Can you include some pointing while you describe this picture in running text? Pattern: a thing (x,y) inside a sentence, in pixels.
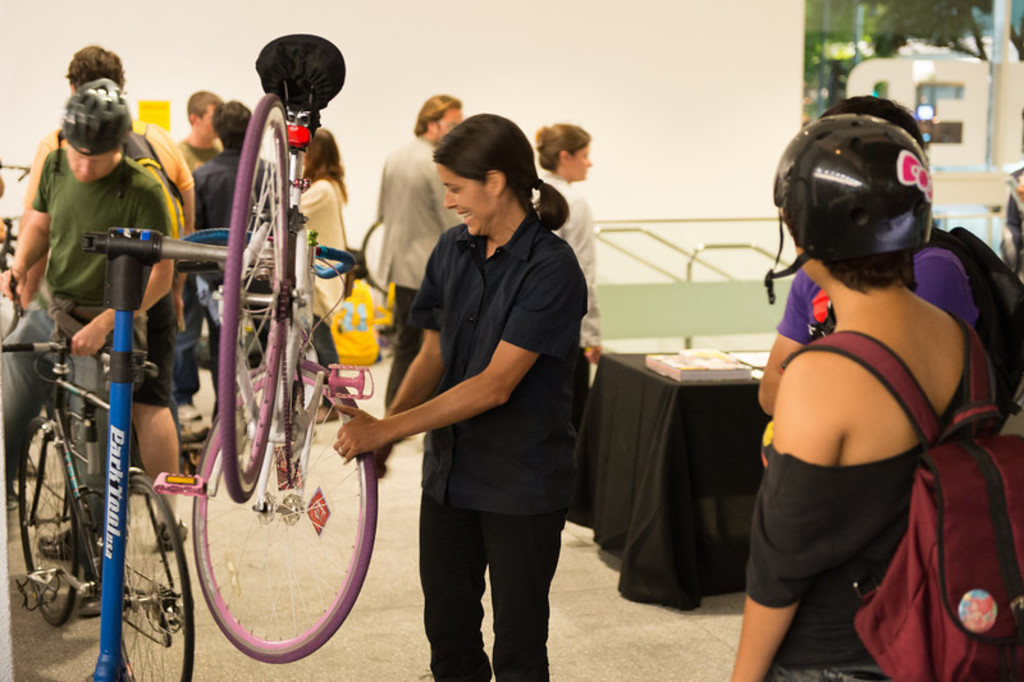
Here we can see few persons (418,136) standing. we can see this woman (441,375) is holding a wheel (362,464) of a bicycle (288,348). We can see one man (80,332) is sitting on a bicycle (43,475). We can see one woman (823,504) is wearing a backpack (931,515) and a helmet (907,200) here. We can see a table (703,459) with a black cloth (695,451) and on the table (725,388) we can see a book (732,370). Here through glass (829,69) we can see trees (917,30).
